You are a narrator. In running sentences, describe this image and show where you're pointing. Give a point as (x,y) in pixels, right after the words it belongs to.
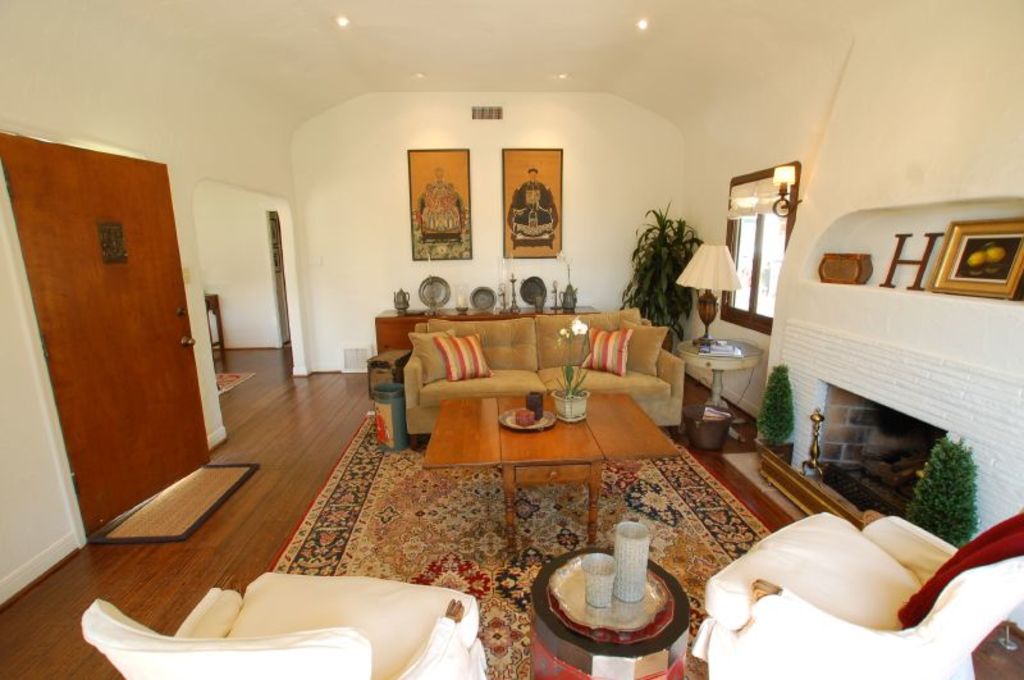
This picture is inside the room (518,432). There are sofas (526,374), chairs (387,583) in the middle (557,385). At the left (71,263) there is a door (189,356), at the right (703,315) there are lamp (697,288) and plants (920,506), at the back (553,255) there are photo frames (442,179) and in the middle (515,402) there is a table (616,394).
